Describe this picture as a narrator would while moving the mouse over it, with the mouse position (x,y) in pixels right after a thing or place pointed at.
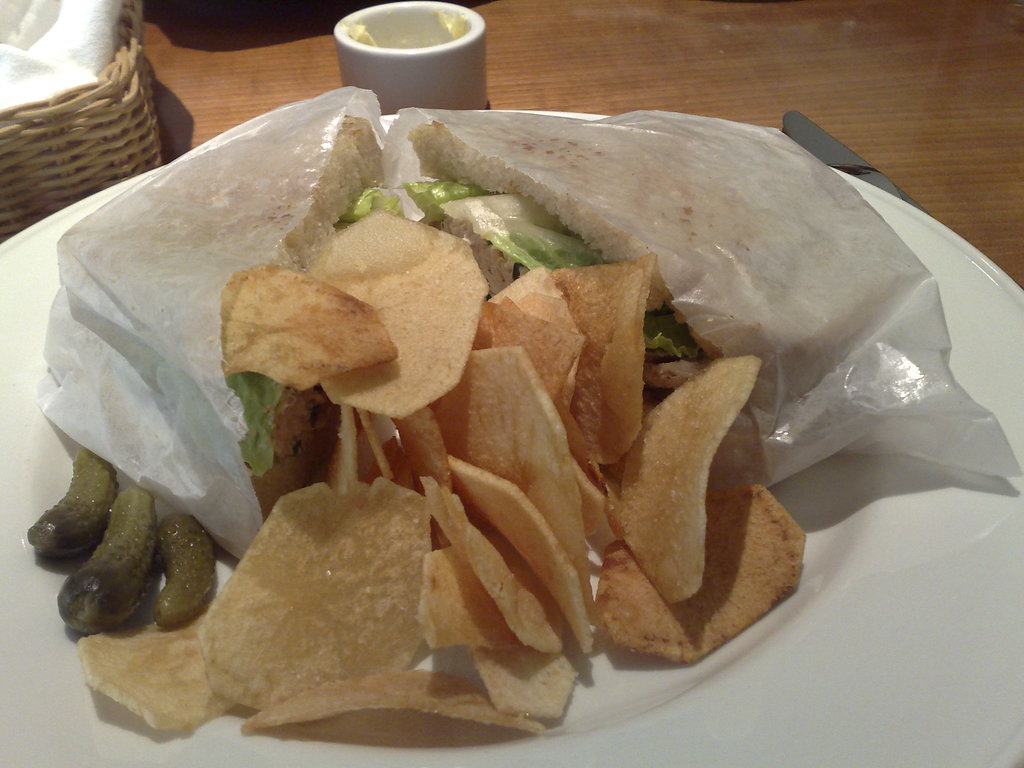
In this image there is a table (886,131) with a cup of butter (444,32), a basket (111,60) with a cloth (67,38) and a plate (761,674) with a few chips (445,578), cucumbers (194,580) and a sandwich (305,254) on it.
